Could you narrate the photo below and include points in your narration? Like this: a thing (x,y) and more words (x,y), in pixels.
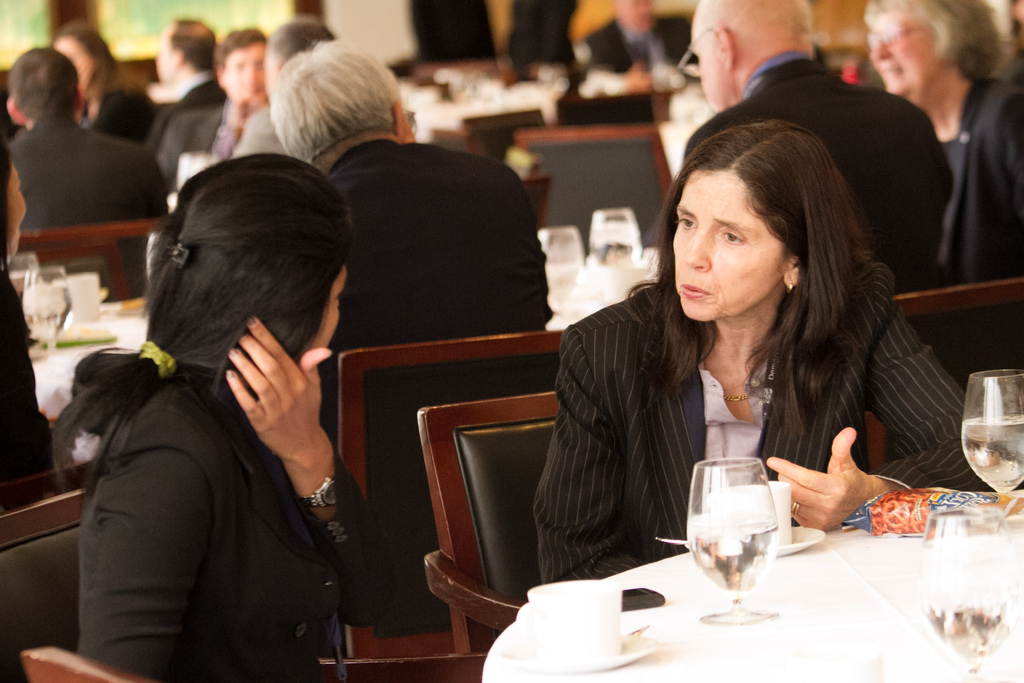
Two women (191,260) are sitting at a table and talking to each other. There are some other people (468,309) at different tables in groups (746,79) sitting and talking.
